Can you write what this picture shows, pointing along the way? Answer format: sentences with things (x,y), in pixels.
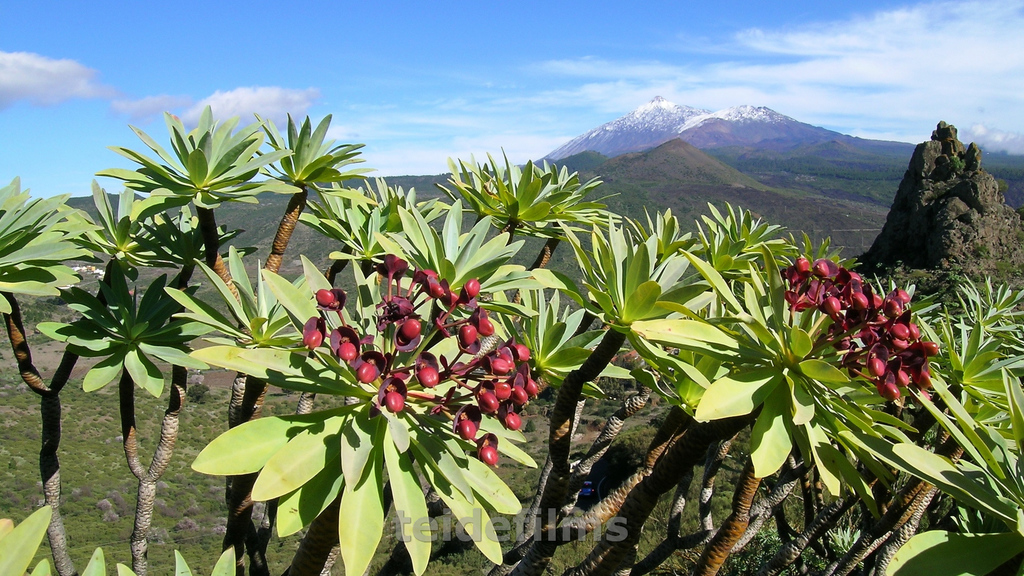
There are trees (499,319) with flowers (862,354). In the back (647,174) there are hills (639,152) and sky (340,82) with clouds (375,163). And there is a watermark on the image.
